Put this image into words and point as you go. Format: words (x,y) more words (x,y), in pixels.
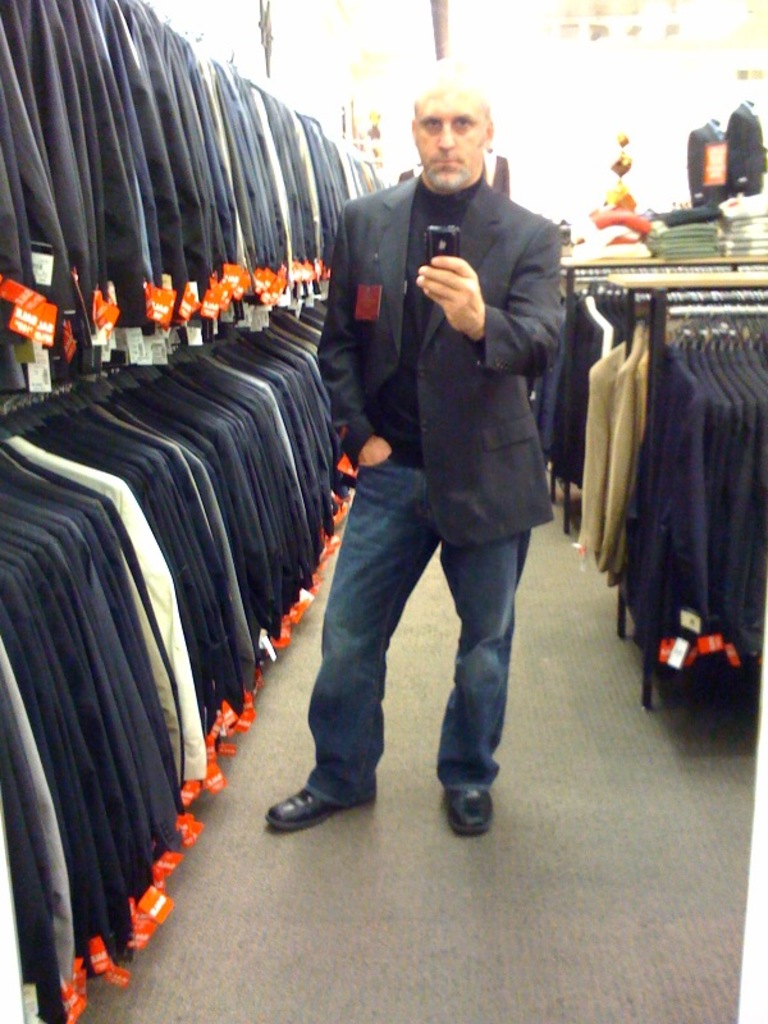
In the center of the image (450,450) we can see a man (434,486) is standing and wearing suit (450,470) and holding a mobile (441,234). In the background of the image (249,475) we can see the clothes (175,732), tags (96,958) on the clothes (167,467) are hanging to the hangers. On the right side of the image (759,168) we can see the mannequins (731,187). At the bottom of the image (410,962) we can see the floor (544,934).
